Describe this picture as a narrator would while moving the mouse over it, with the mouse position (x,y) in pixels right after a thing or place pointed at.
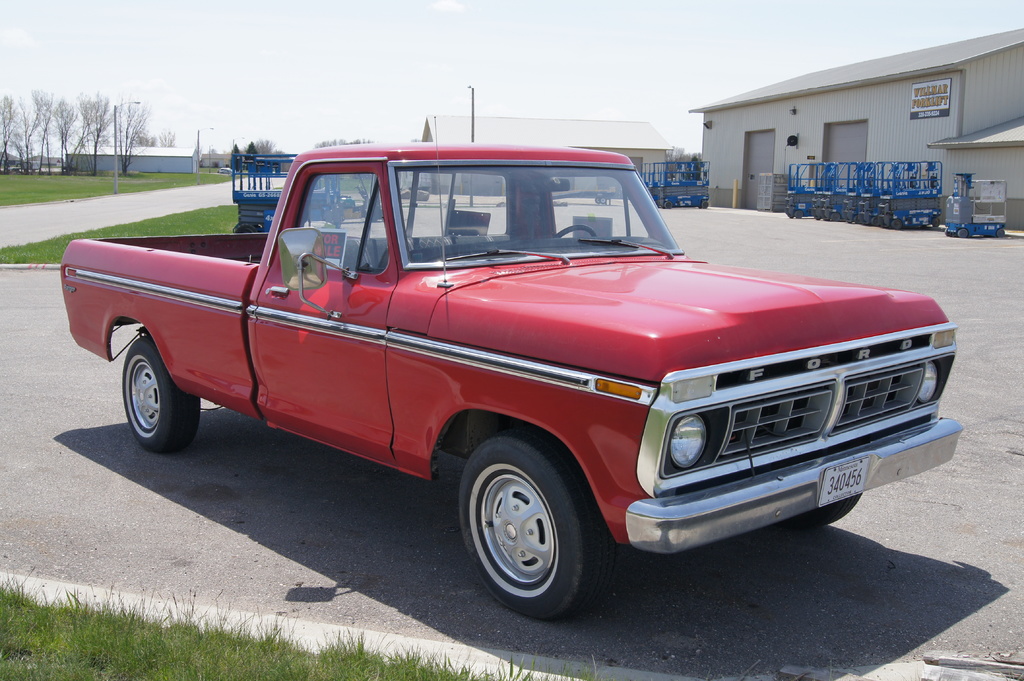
In this image I can see a red colour vehicle (300,240) and here I can see few numbers (855,469) are written. I can also see road (377,529), grass (52,641), shadow (638,671) and in background (910,121) I can see few poles (475,118), buildings (646,137), trees (48,128). the sky (270,59) and I can see few blue colour things (688,204). Here I can see a board (921,82) and on it I can see something is written.
